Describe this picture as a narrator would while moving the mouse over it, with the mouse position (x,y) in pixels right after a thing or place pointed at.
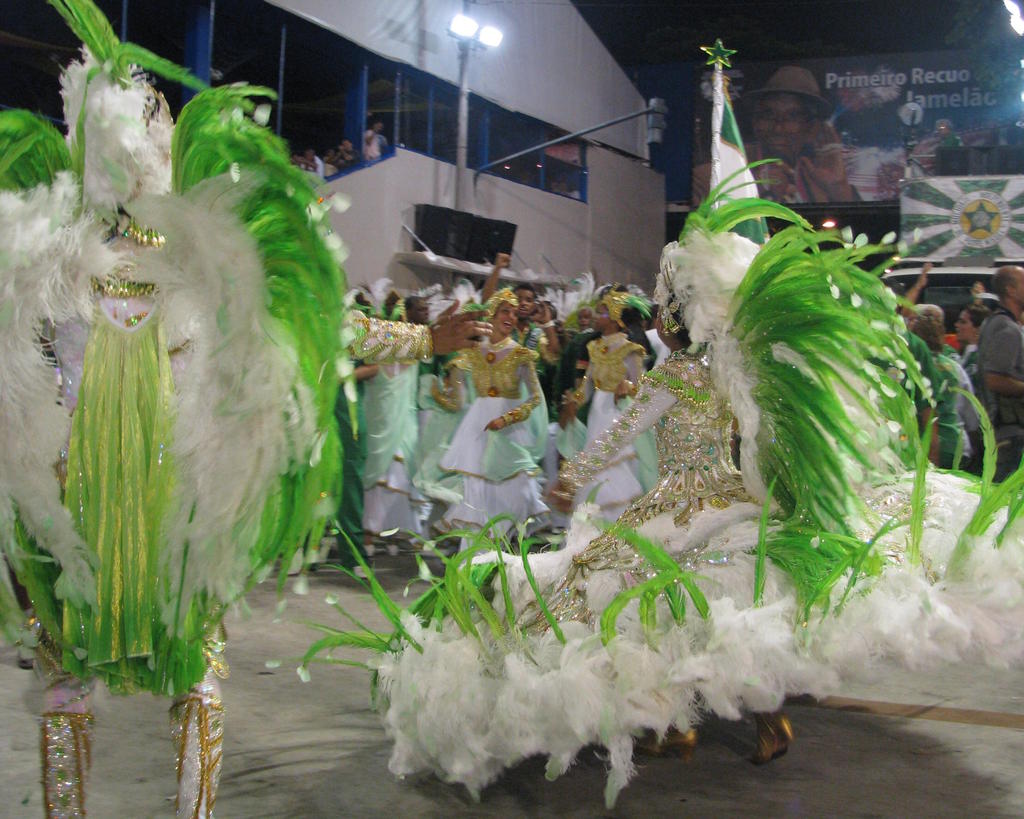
In this image there are two girls (246,382) dancing on the floor (281,689) by wearing the costumes (676,362). In the background (522,380) there are few other people (504,374) who are wearing the costumes (404,374). In the background (340,61) there is a building (388,144). At the top (459,29) there are lights (471,26). On the right side (910,101) top corner there is a hoarding (861,96). At the bottom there are few people (980,321). There are few people (370,152) standing on the steps (365,165) and watching the dance. In the middle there is a flag (730,109) with a star (735,53) above it.
